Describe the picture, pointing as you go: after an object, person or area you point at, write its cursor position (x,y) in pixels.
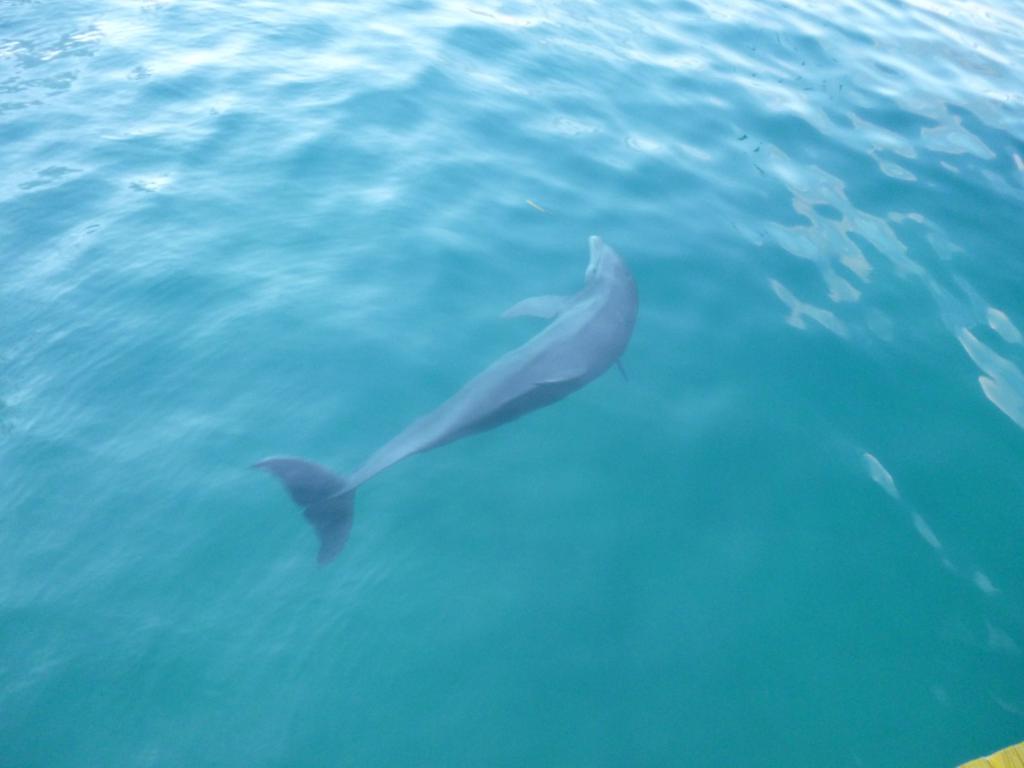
This image is taken in the sea (911,456). In the middle of the image (610,279) there is a dolphin (578,340) in the water (532,323).
